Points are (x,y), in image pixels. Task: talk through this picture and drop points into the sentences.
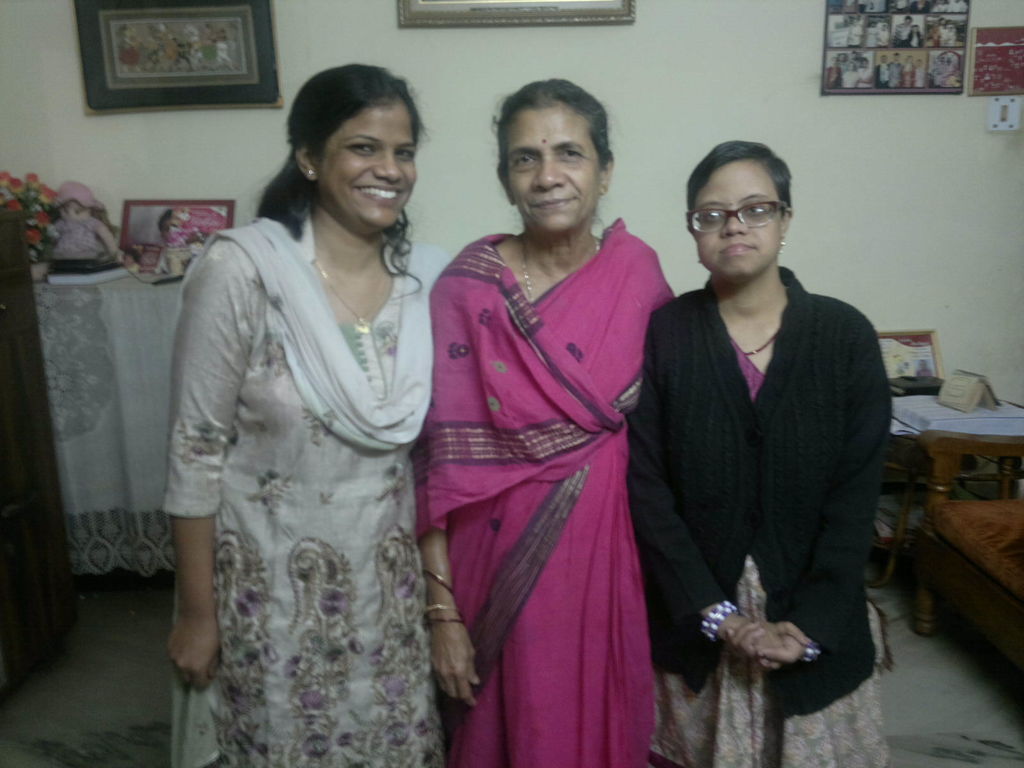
In the middle of this image (575,458), there are three women (825,341) in different color dresses (724,448), smiling and standing. In the background (1001,56), there are photo frames (952,54) attached to the wall (802,85) and there are other objects (124,240).
